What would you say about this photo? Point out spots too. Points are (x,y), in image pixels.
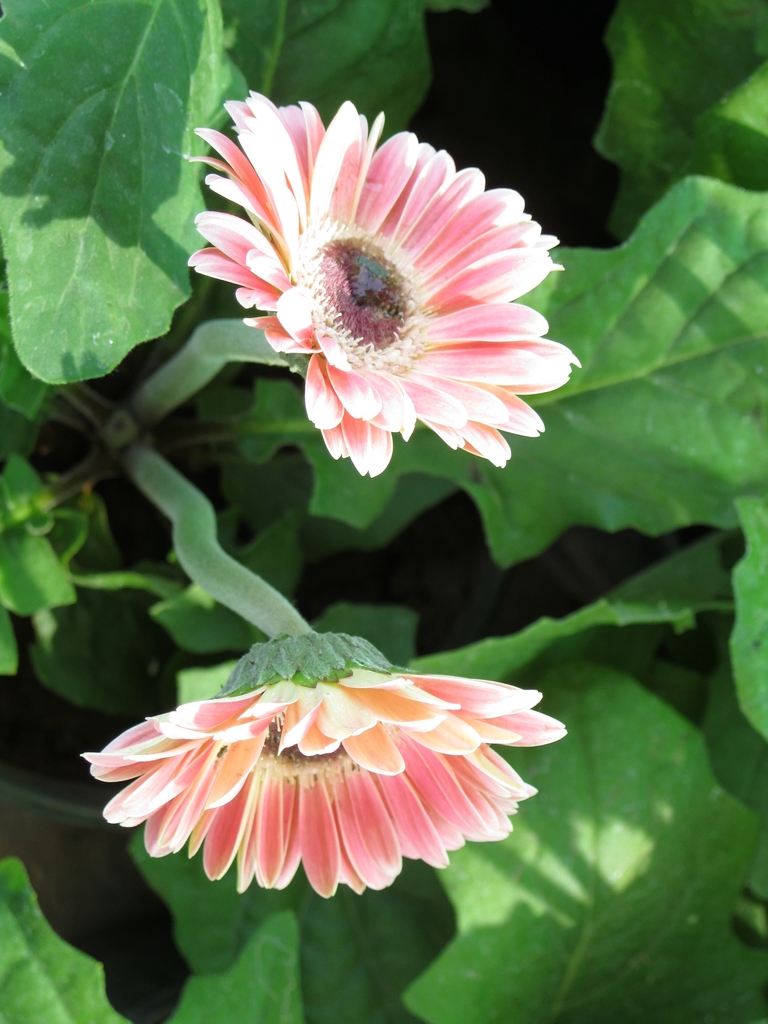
There are 2 daisy flowers (355,732) and its plants (149,20).
